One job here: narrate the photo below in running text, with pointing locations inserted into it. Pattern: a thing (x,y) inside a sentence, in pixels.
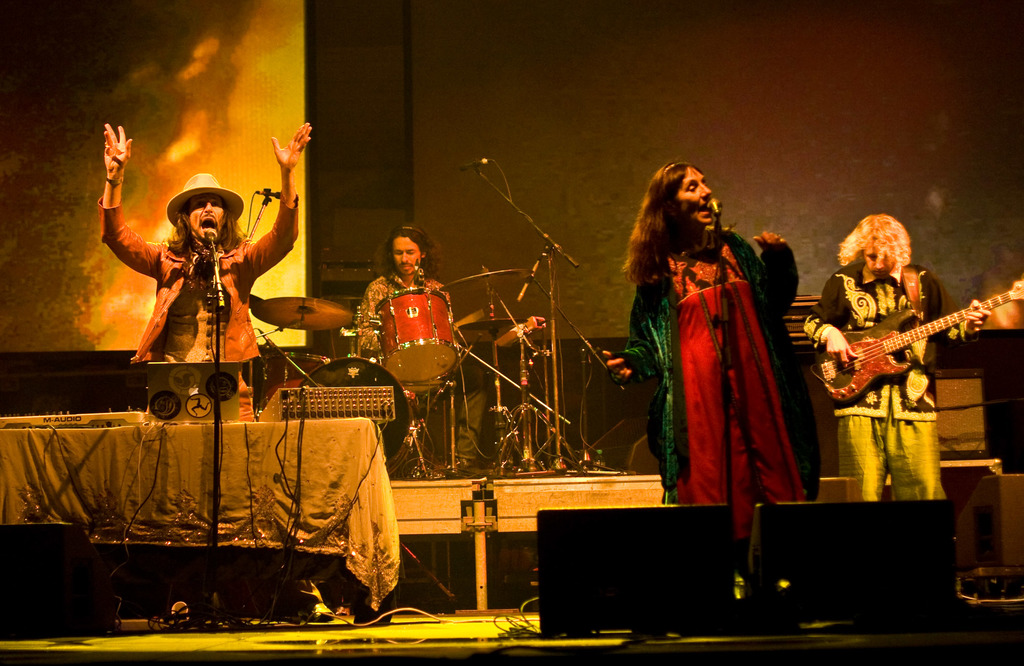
In the foreground of this image (684,354), we see a woman (691,325) singing in mic (715,211) and in the background (188,303), we see persons (876,286) playing musical instruments (375,321) like guitar (888,364) and drums (437,330). In the background (526,101), there is a wall (478,103) and a screen (187,111).
